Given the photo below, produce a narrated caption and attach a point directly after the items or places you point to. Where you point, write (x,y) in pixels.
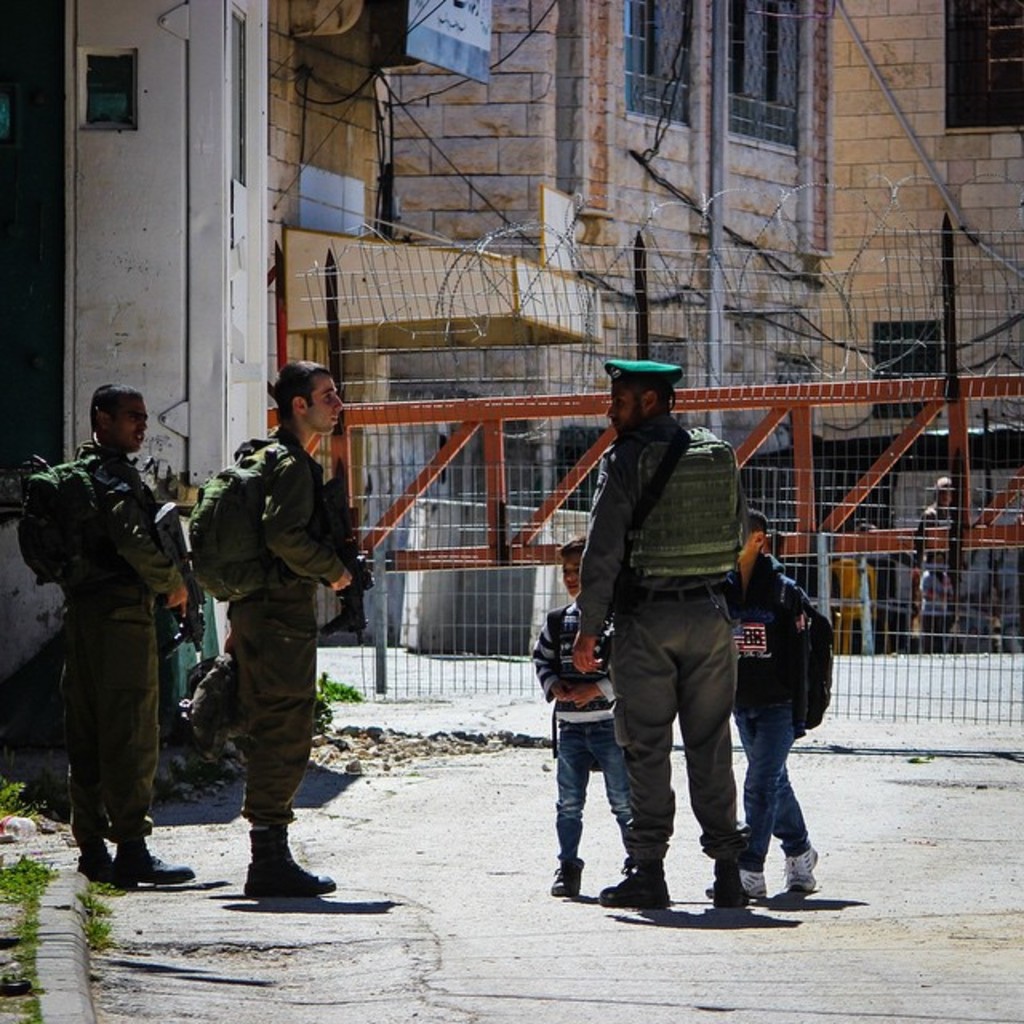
In this image we can see three soldiers (313,494) standing on the road (187,804). Here we can see two soldiers (259,514) carrying the bags (41,517) on their back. Here we can see two boys (601,684) on the road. In the background (684,349), we can see the building (454,125). Here we can see the metal fence (804,436).
